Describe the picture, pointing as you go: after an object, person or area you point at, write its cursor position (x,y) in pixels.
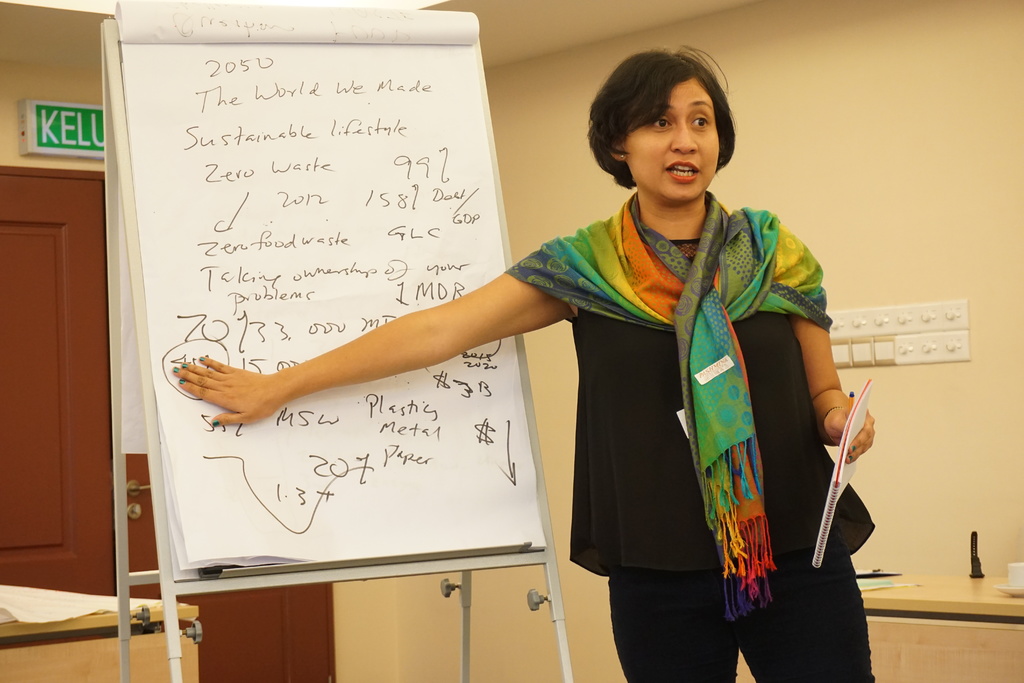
In the image we can see a woman (615,442) standing, wearing clothes (793,384), scarf (665,303) and she is holding a book (832,511) in her hand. Here we can see charts (315,490) and text (328,313) on it. Here we can see the door (65,488), a table (954,609), switchboard (908,340) and a wall (946,476).
